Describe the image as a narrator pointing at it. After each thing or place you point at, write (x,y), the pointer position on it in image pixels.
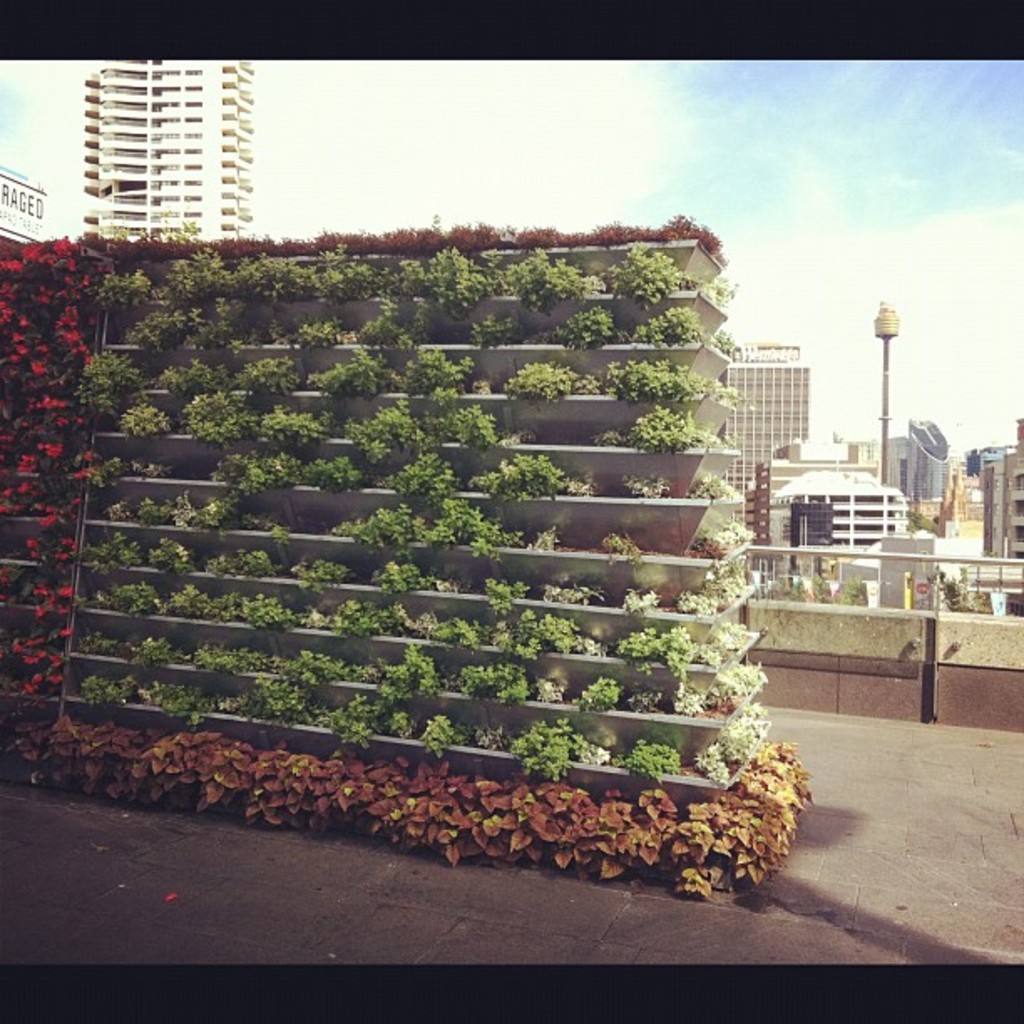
This picture shows buildings (126,135) and a pole (882,410) and we see plants (46,329) in the shelves (421,404) and we see a blue cloudy Sky (690,106).
